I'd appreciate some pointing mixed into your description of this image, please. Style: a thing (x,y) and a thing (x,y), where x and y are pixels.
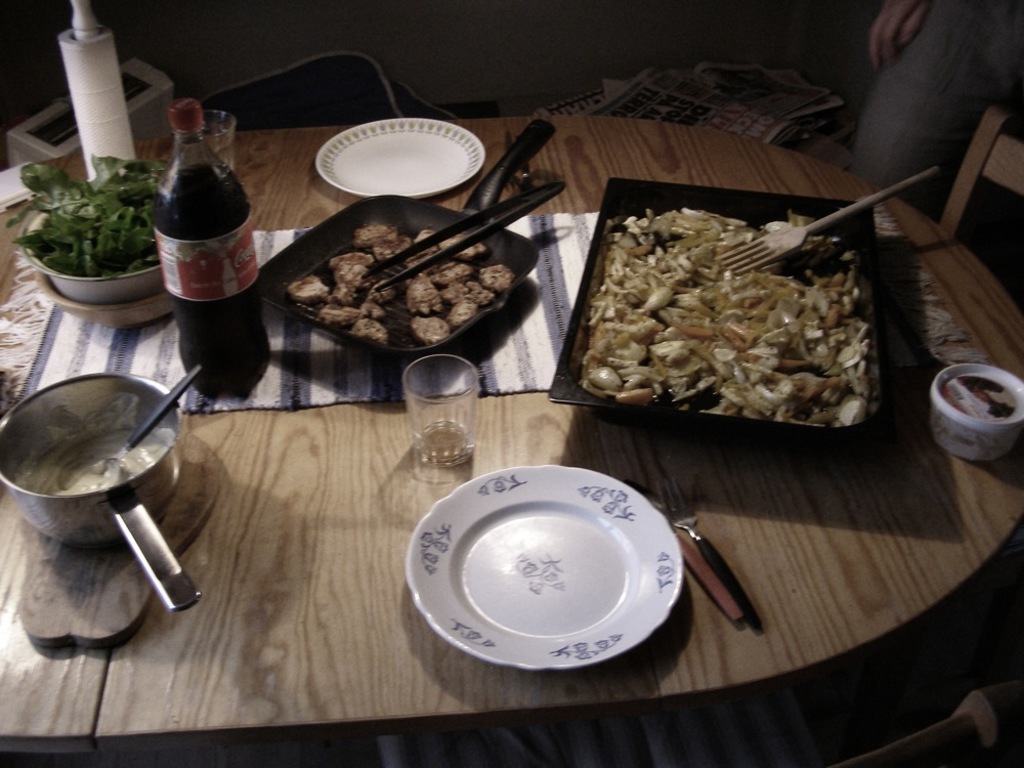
In this picture we can see a table (311,551). On the table (311,551) there are plates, bowl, bottle (205,361), and some food (731,380).
